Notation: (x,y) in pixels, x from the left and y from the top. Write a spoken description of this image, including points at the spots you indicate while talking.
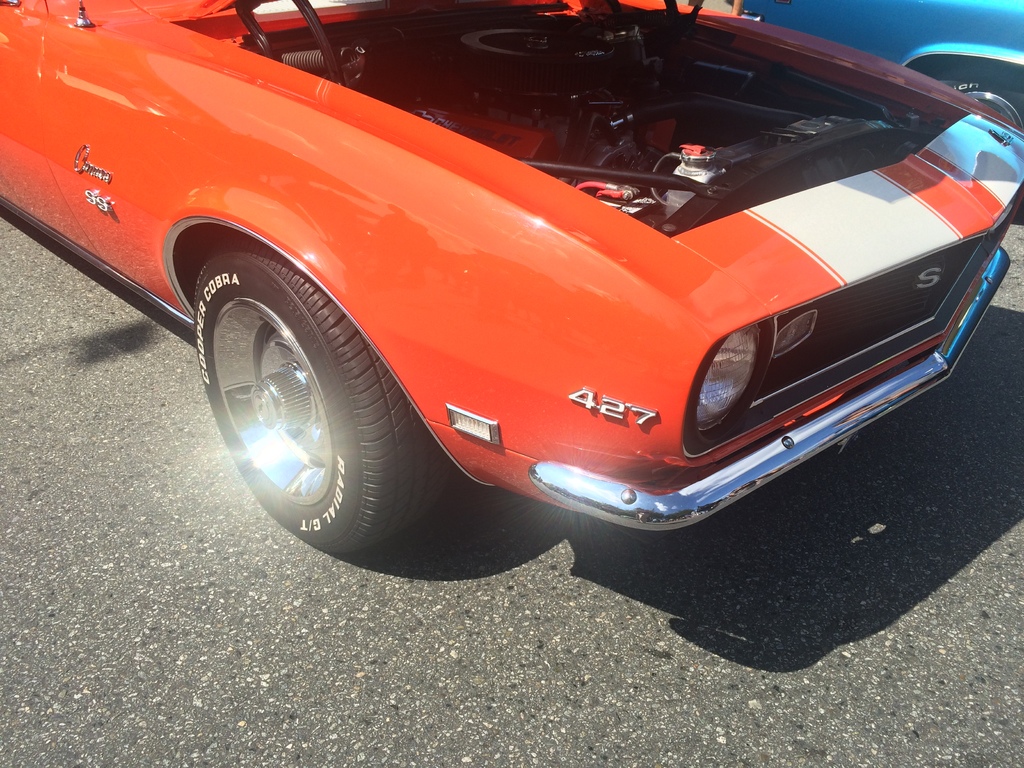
In the foreground of the picture (269,349) there is a car (442,302). At the bottom (370,604) it is road (632,611). At the top right (928,15) there is another car (917,49).
